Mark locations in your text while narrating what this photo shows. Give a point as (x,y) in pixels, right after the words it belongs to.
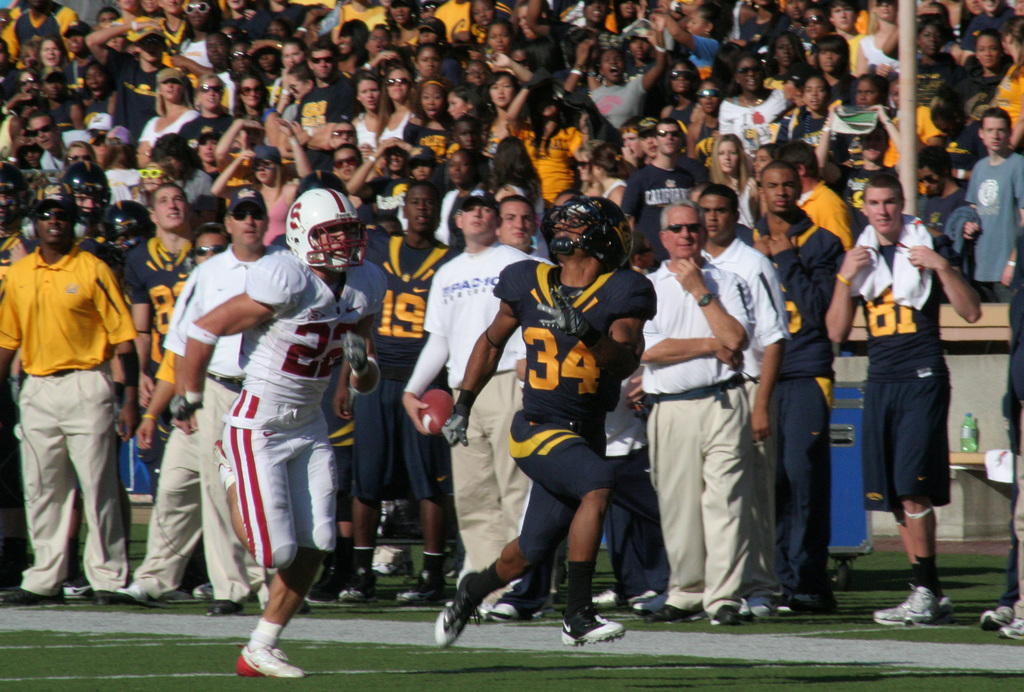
In this picture I can see 2 persons (534,286) who are wearing jerseys (266,277) and helmets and they're on the grass (201,659). In the background (237,561) I see number of people (620,170).
